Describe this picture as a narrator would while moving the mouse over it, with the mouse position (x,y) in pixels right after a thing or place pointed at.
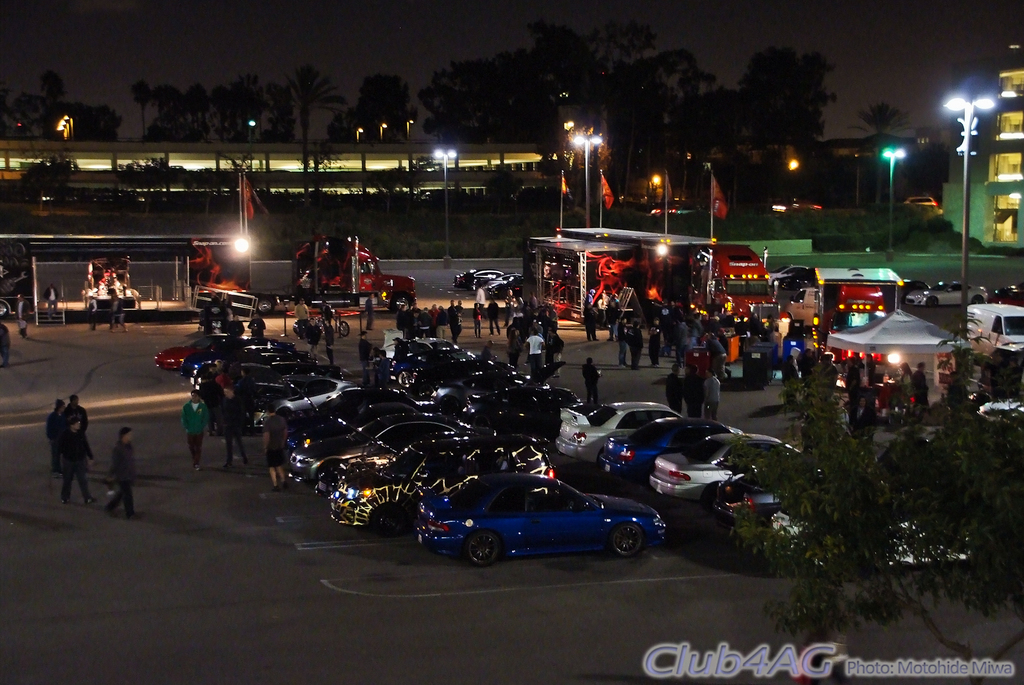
In this image I can see vehicles (477,444), poles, lights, people (585,387) and trees (908,498). In the background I can see flags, the sky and some other objects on the ground (783,636). Here I can see a watermark (809,667) on the image.
